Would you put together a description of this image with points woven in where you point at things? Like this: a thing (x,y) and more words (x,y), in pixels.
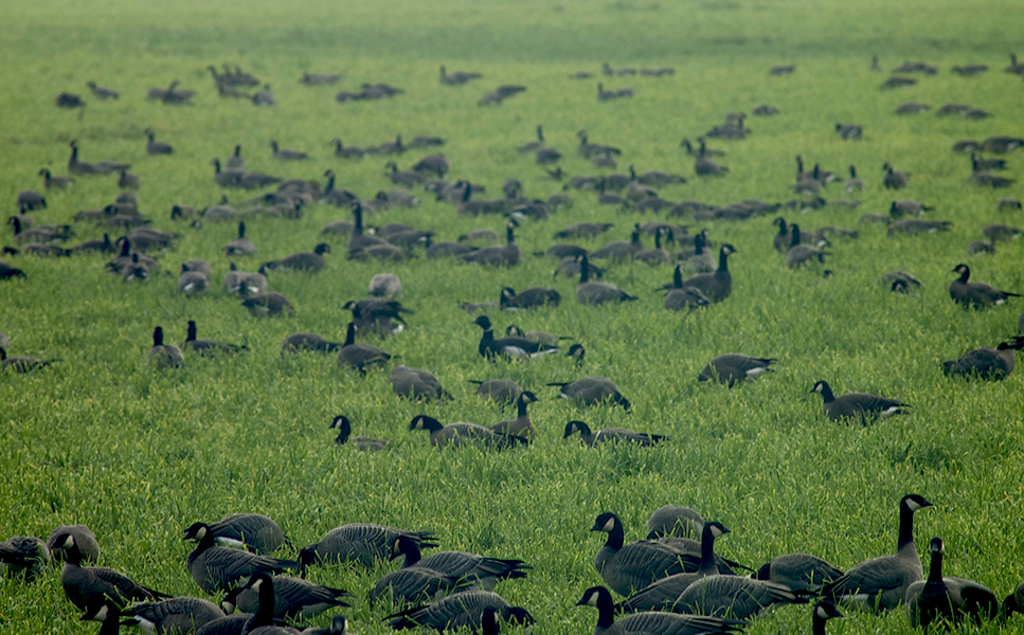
Here we can see group of birds (507,445) and grass (424,486).
